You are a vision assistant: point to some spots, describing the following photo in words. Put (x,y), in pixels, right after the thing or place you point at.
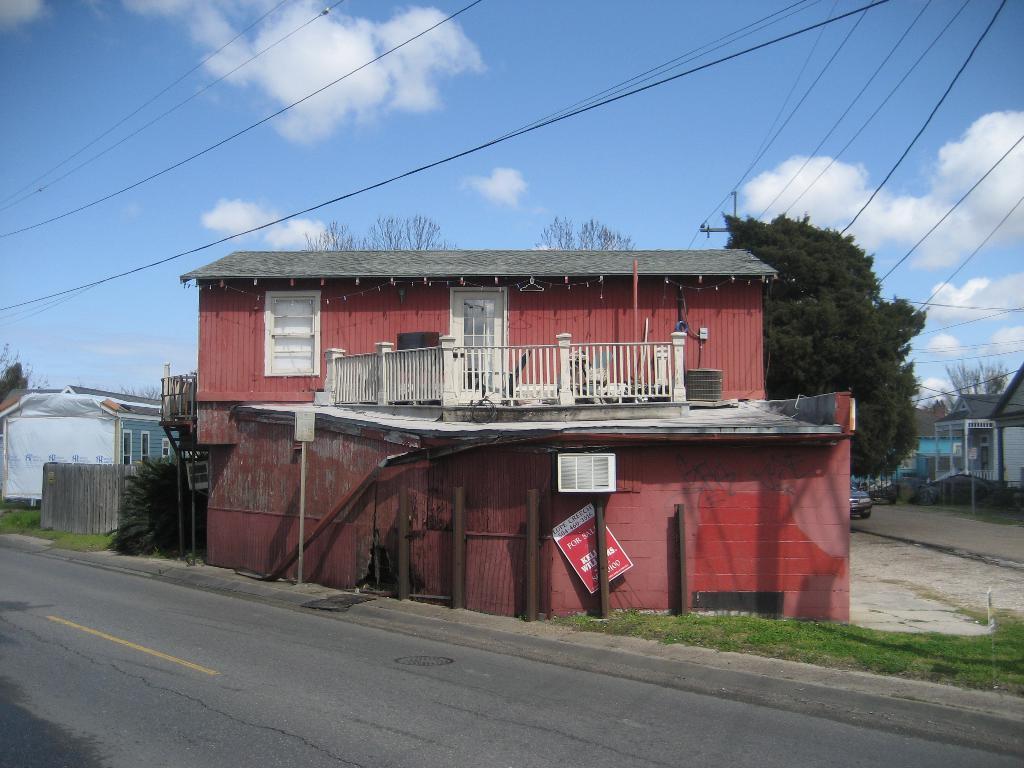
In the image there is a building (424,454) and around that there are few houses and trees (871,464), on the right side (863,503) there is a vehicle (865,502) parked beside the road (934,532).
